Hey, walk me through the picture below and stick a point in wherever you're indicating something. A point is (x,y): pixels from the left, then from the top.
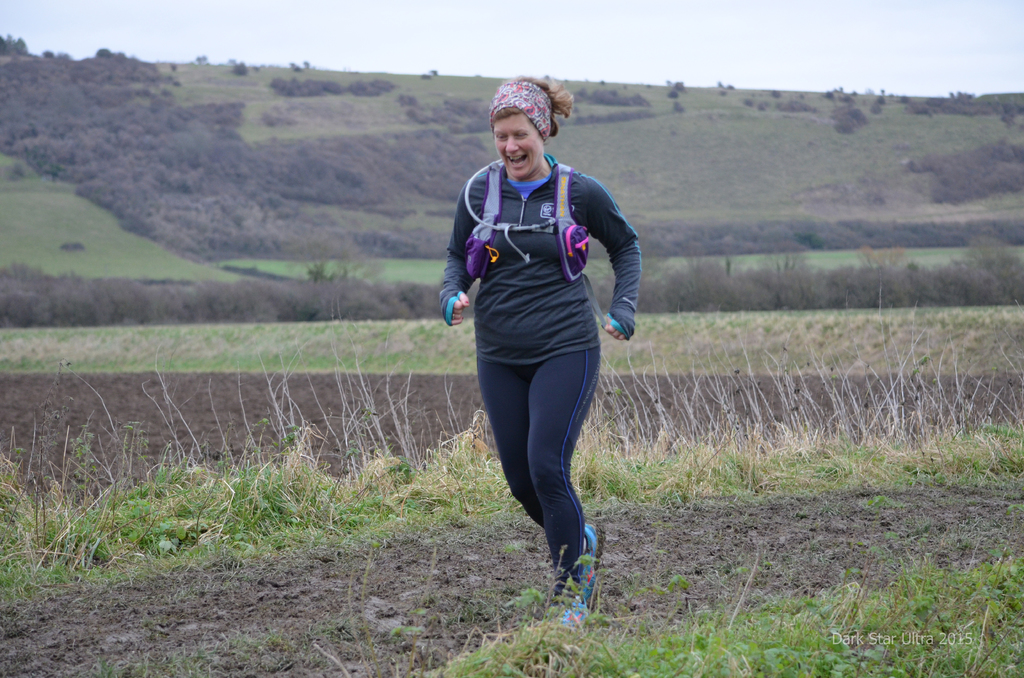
This picture shows a woman (502,124) running and we see grass (424,506) on the ground (249,446) and few trees (171,301) and we see a cloudy sky (724,74) and women (509,141) wore a headband (547,122) to her head (505,108).
